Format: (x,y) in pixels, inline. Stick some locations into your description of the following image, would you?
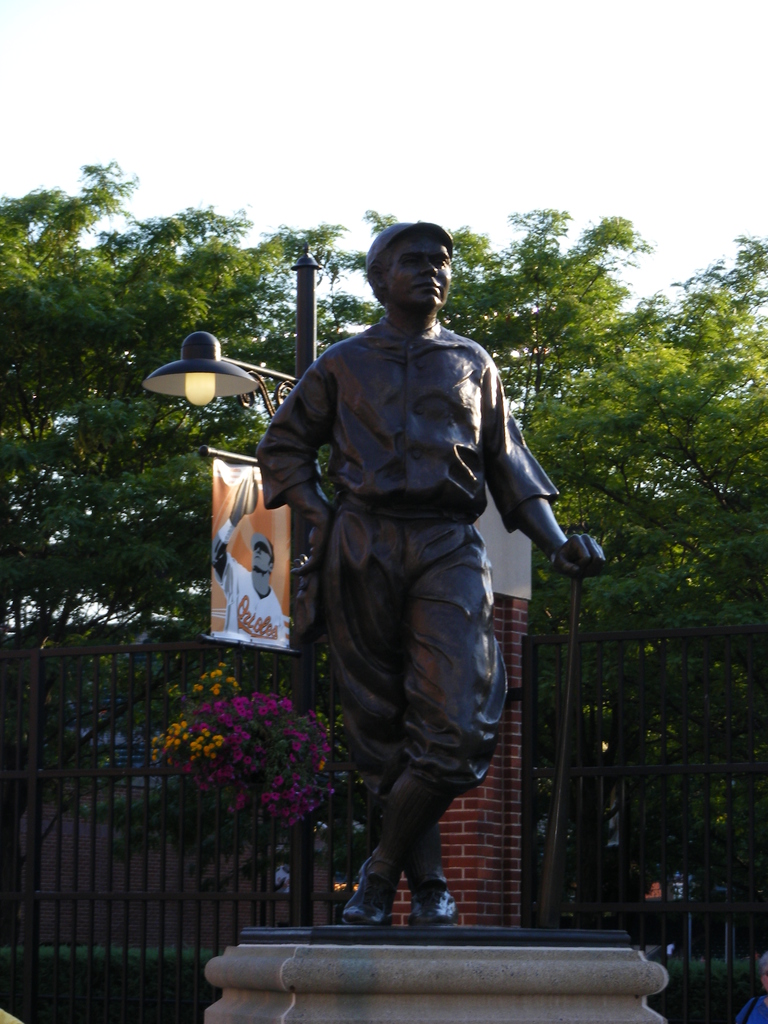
In this image we can see a statue (406,646), pedestal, street pole (312,693), street light (196,364), advertisement (244,549), flowers (212,724) to the plant (196,684), trees (181,661), grills (598,674) and sky (706,142).
